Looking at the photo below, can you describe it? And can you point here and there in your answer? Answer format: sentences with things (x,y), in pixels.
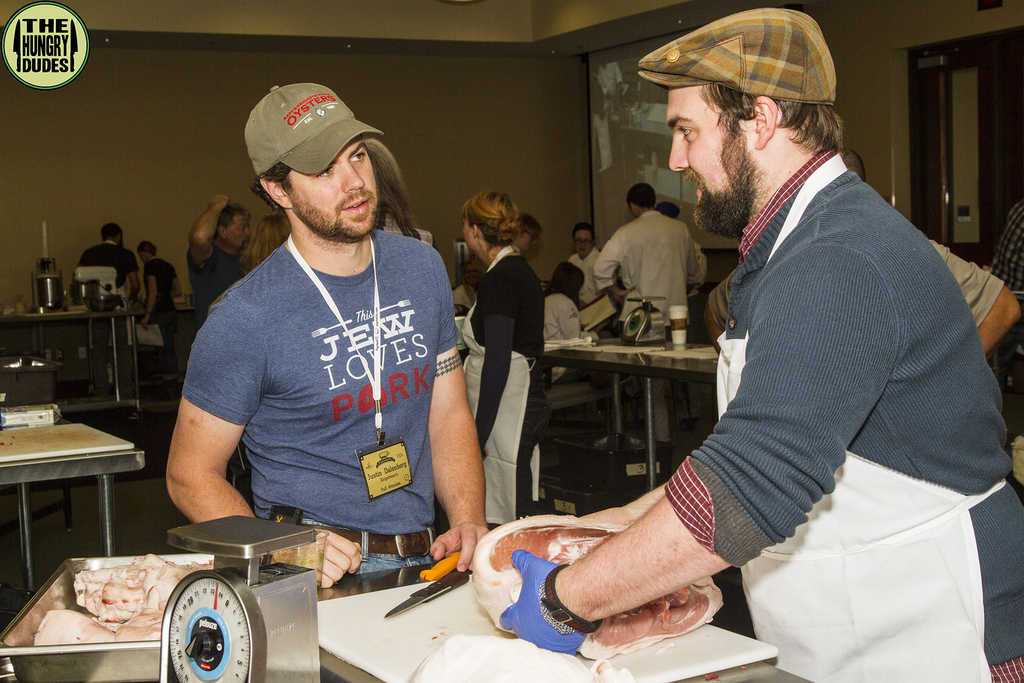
In this image I can see a person (797,328) wearing blue and white colored dress (835,411) is standing and holding a piece of meat (546,543). I can see another person (328,414) standing, a tray (105,659) with some meat (136,601) in it and a weighing machine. In the background (115,250) I can see few other persons (536,292) standing, few tables (596,367), the wall (165,238), a screen (662,127) and the door (945,154).
